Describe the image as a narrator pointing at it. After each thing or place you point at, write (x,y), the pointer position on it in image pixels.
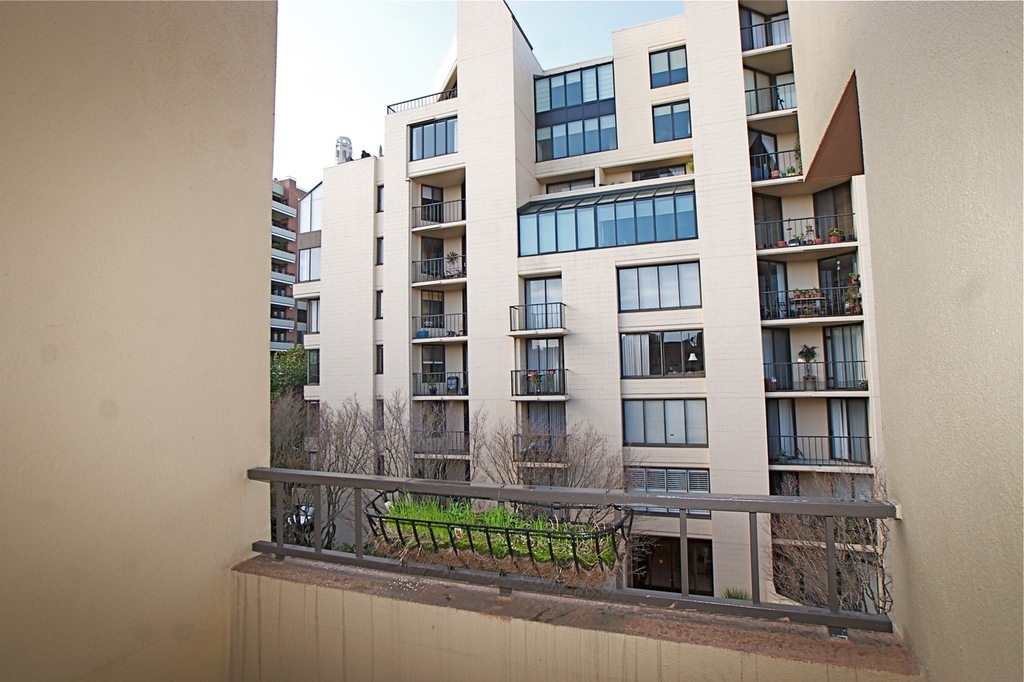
In this image I see number of buildings (486,198) and I see number of trees (291,371) and I see few plants (798,160) and I see the railings (308,476). In the background (351,73) I see the sky (572,37) and I see the window glasses (549,149) on this building (680,219) and I see the wall (218,315) over here which is of cream in color.
